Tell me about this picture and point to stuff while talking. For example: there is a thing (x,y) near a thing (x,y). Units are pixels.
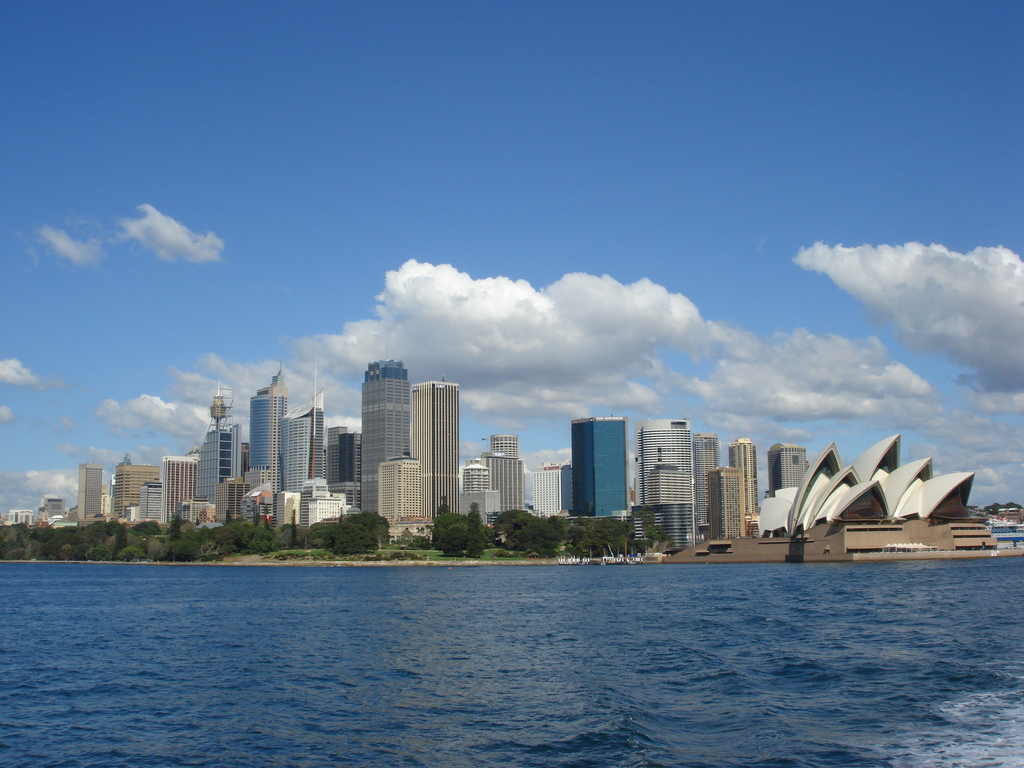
In this image I can see water (567,676). In the background (267,532) I can see number of trees (169,543), buildings (274,445), clouds (837,383) and the sky (589,221).
